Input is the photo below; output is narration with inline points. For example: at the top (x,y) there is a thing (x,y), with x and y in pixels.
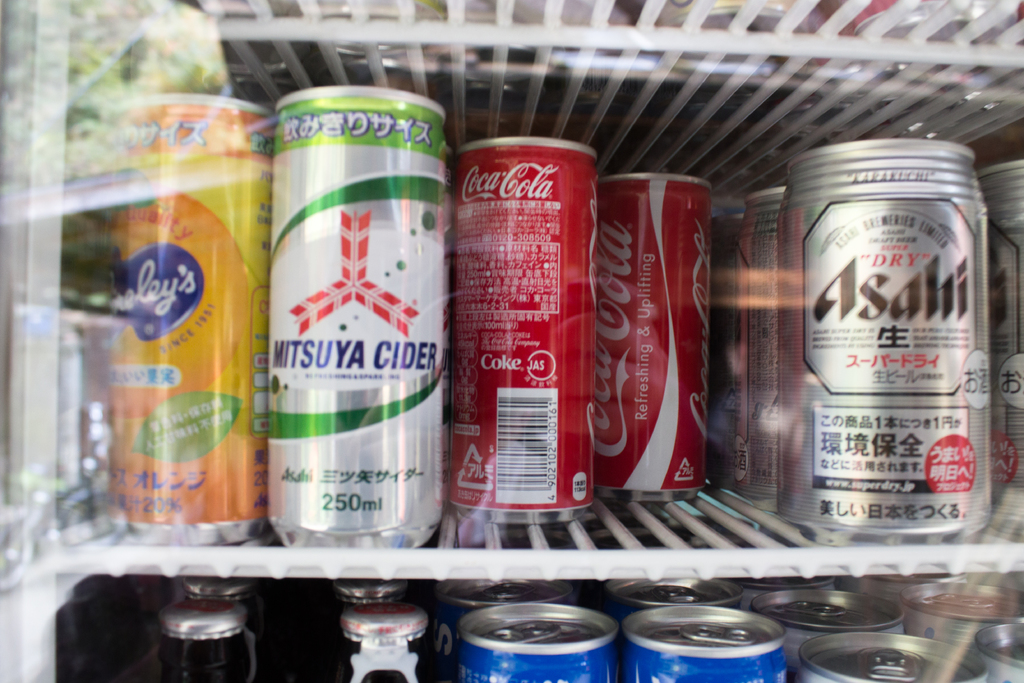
In this image we can see beverage cans (377,463) placed in the refrigerator (747,518).
